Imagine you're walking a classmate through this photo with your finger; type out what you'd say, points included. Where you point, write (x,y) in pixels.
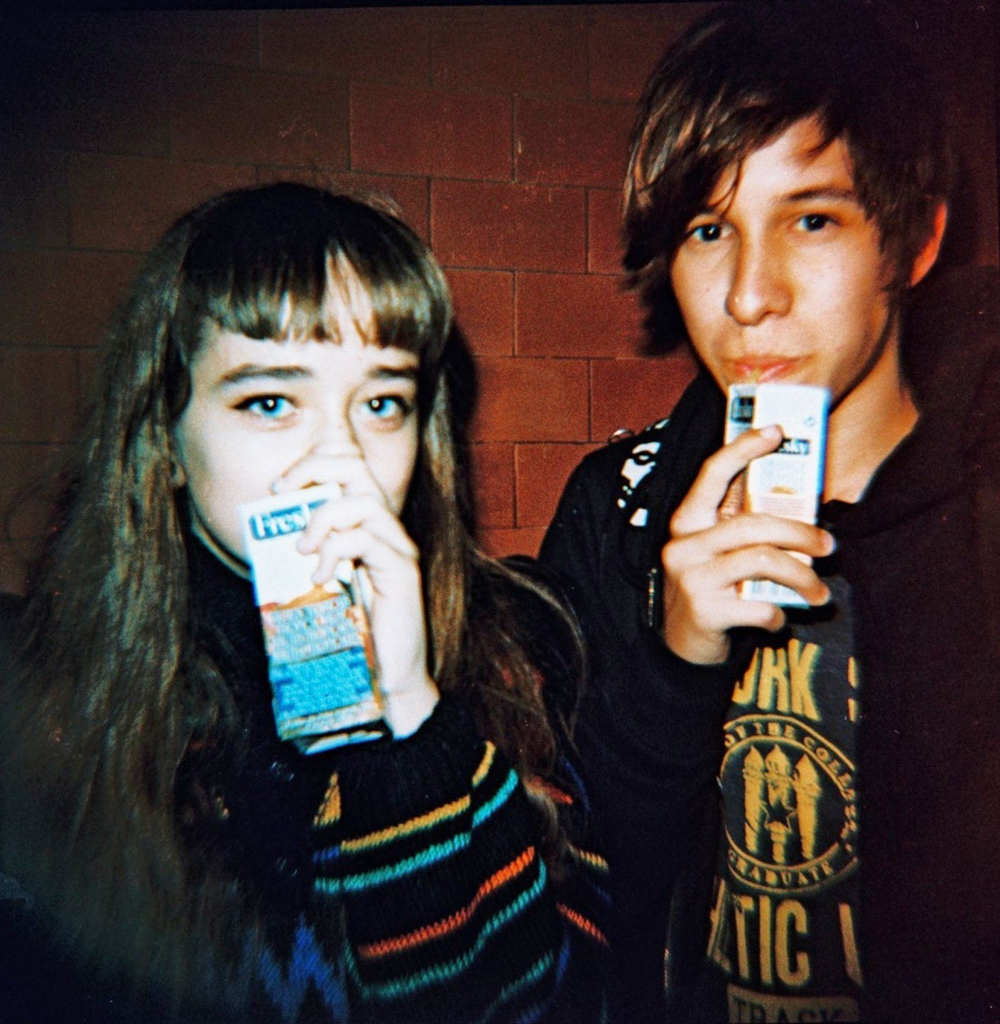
There are two members (718,450) here, the right side one (786,624) is a boy (807,675) and the left side one (186,412) is a girl (183,962). Both of them are drinking juices (759,426) with a straws (752,377) inserted. The guy (741,371) is wearing a t shirt (810,744) and a hoodie (902,690). The girl (484,831) is wearing a sweater (383,877). The girl hair (120,670) is long and below the shoulders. There is a wall (477,227) behind them which is constructed with a red blocks (270,114).
